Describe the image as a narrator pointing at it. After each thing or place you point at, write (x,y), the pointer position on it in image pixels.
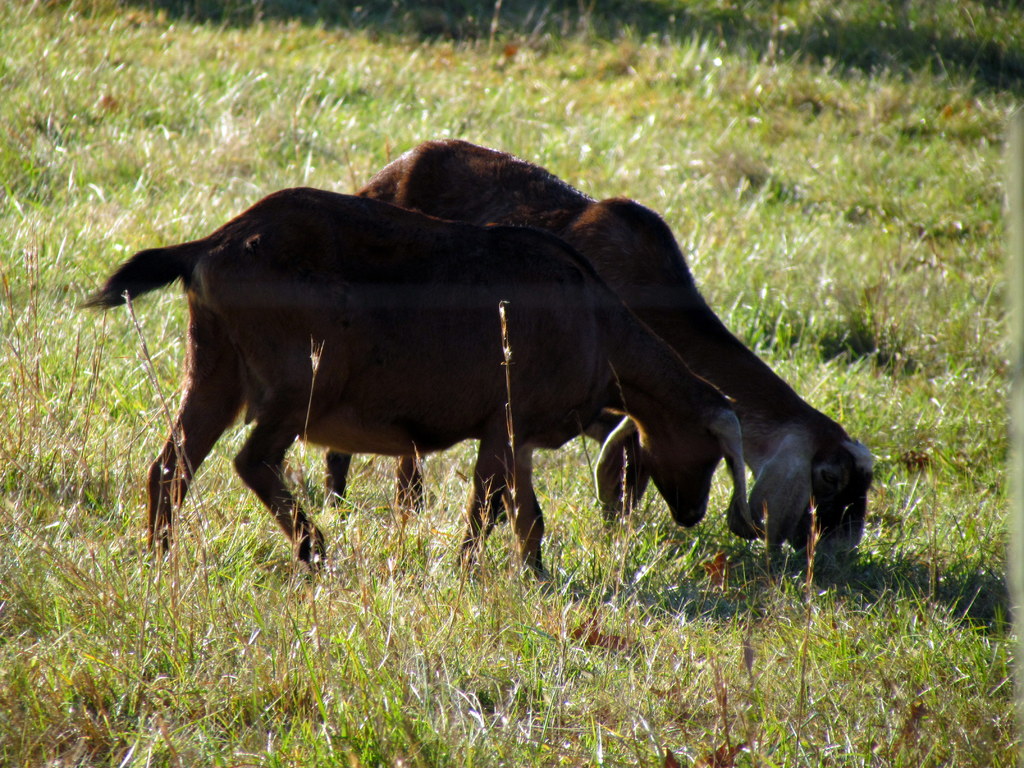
In this picture we can see two animals (368,335) on the grass path (380,465).
